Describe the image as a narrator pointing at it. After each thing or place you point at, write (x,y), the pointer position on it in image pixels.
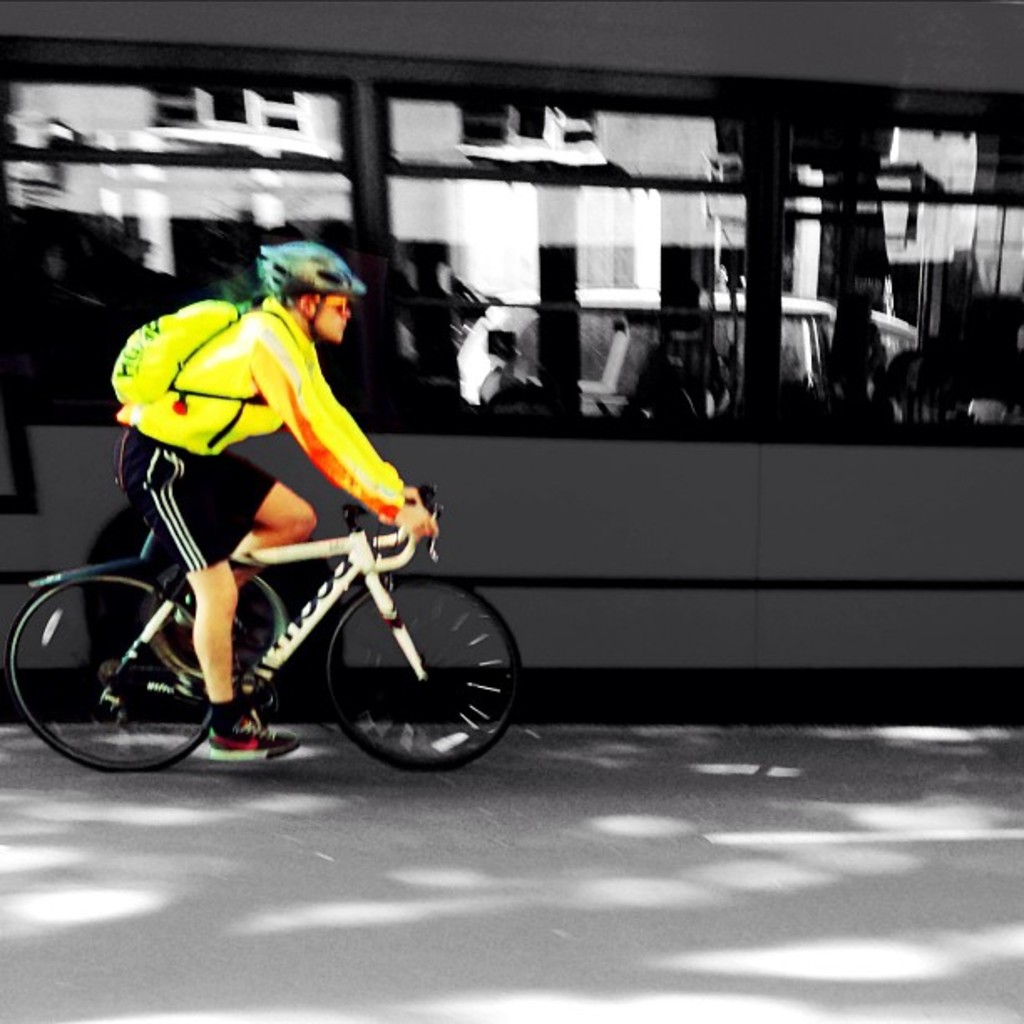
A man (240,708) with a yellow shirt (207,426) and a black trouser (211,499) riding a bicycle (438,545), wearing a bag (220,396) and a helmet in the road (603,754) and at the back ground (519,639) there is a bus (952,662), and there is a car (814,319) and a building (702,275).
